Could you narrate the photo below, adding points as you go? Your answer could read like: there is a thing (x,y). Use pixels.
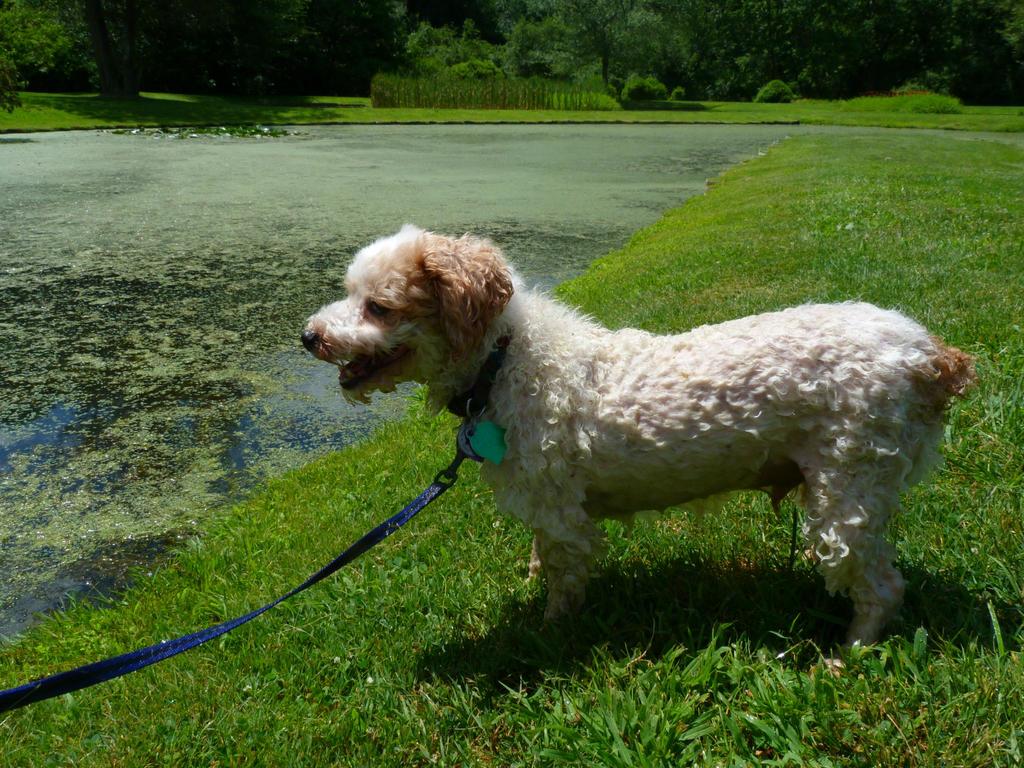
In this image I can see water (240,430), grass (992,349), blue colour belt (475,389) and I can see a white colour dog (593,337) is standing. I can also see shadows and in background (552,28) I can see number of trees (959,67).
